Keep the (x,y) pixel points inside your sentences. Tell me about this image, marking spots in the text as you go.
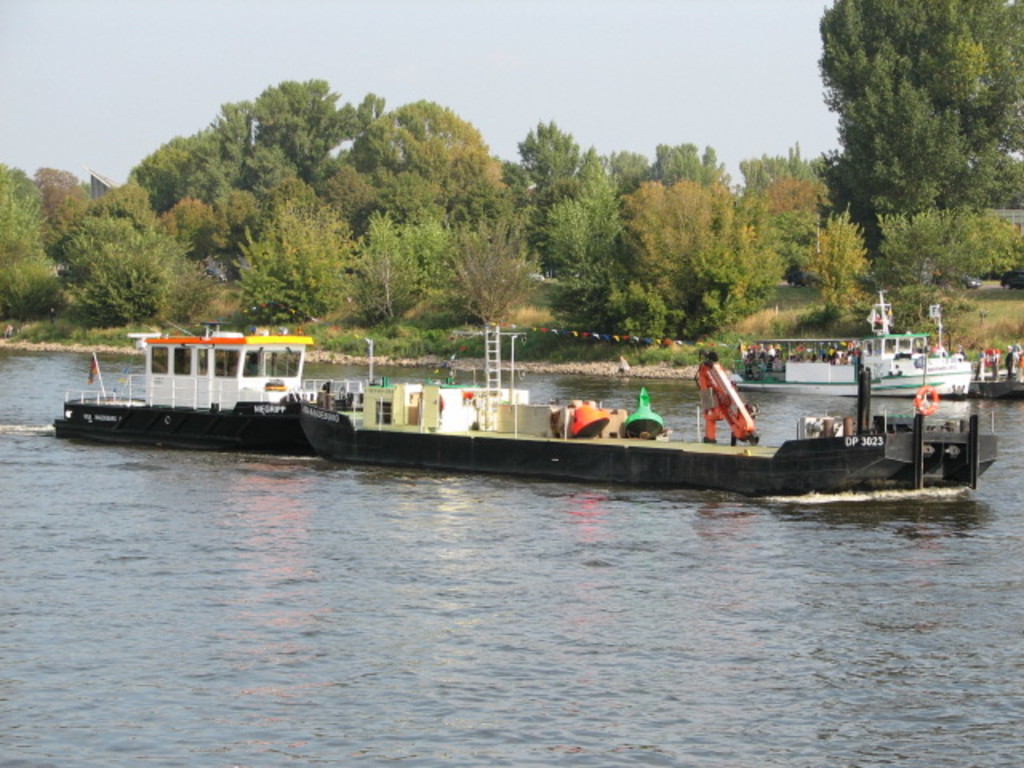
In this picture we can see few boats (558,434) on the water (729,624) and we can find few people (845,348) in the boats (822,366), in the background (786,236) we can see few trees (550,196).
